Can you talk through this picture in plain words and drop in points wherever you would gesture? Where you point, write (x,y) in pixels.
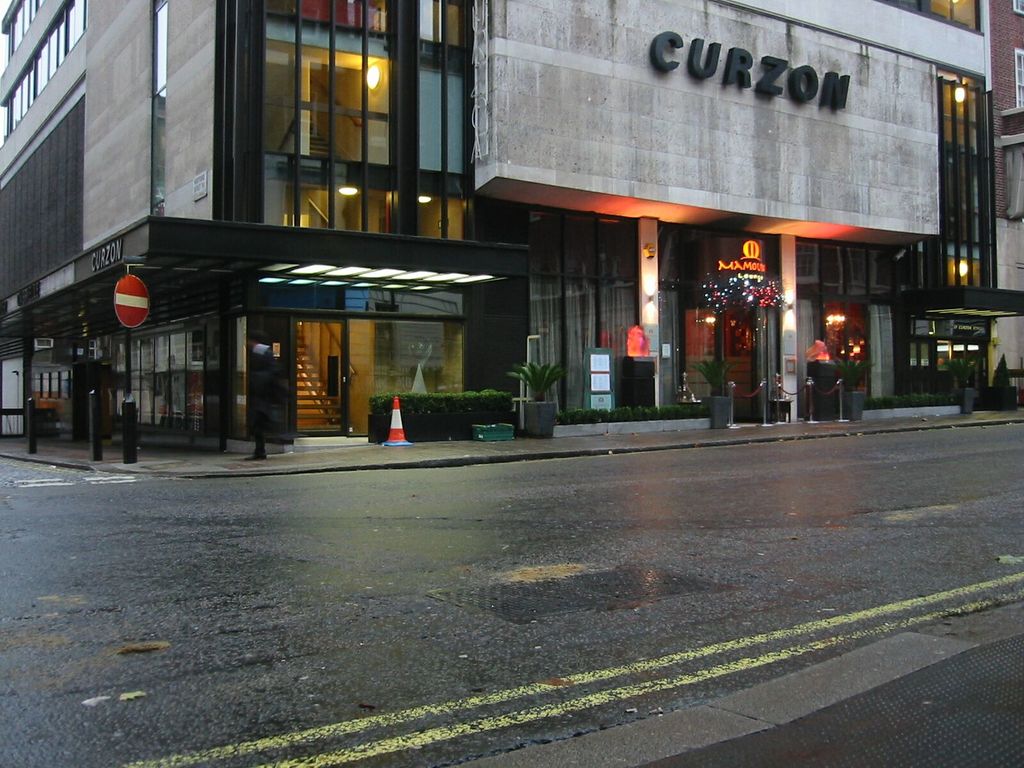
In the image we can see the building (321,130) and these are the glass windows (389,112) of the building (356,19). Here we can see text (763,72), board (751,261) and stairs (316,387). We can even see there are plant pots (545,415), lights (346,193) and the road (554,588) which is wet.
